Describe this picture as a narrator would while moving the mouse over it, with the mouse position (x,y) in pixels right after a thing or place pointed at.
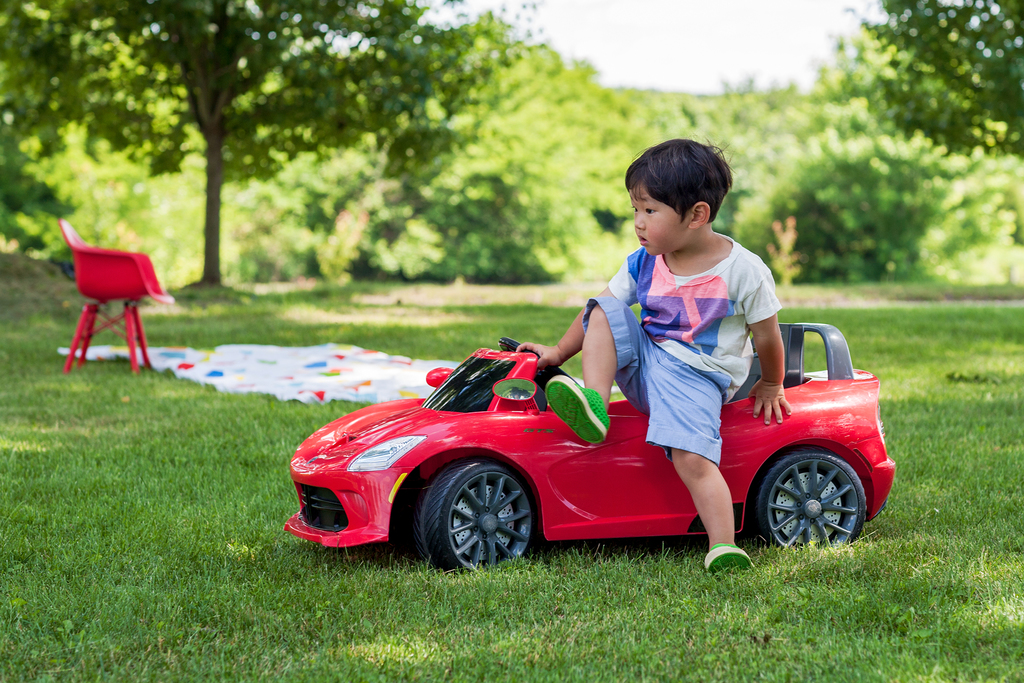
In the middle of the image (436,401), there is a kid (732,384) sitting on the car (732,429), which is red in color. In the left of the image (146,277), there is a chair (145,342) which is also red in color. In the background (141,182), we can see trees (897,195) surrounding both side of the image. In the top middle (514,33), there is a sky (664,13) white in color. The whole image is covered with grass (953,344) which is green in color. It looks as if the picture is taken in sunny day.
